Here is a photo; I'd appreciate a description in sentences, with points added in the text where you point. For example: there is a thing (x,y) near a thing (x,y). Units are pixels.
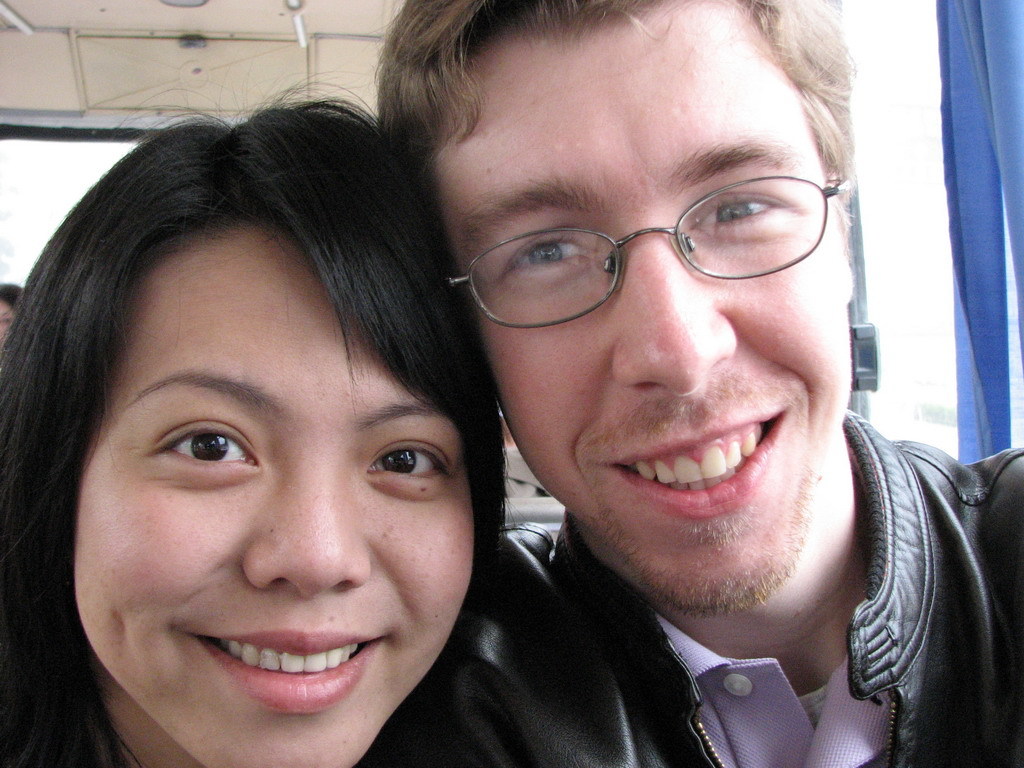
There is a woman (182,470) on the left side (260,468). And a man (658,431) wearing specs (813,217) on the right side (790,494). Both are smiling. On the right side (959,178) there is a blue color thing (971,154).
